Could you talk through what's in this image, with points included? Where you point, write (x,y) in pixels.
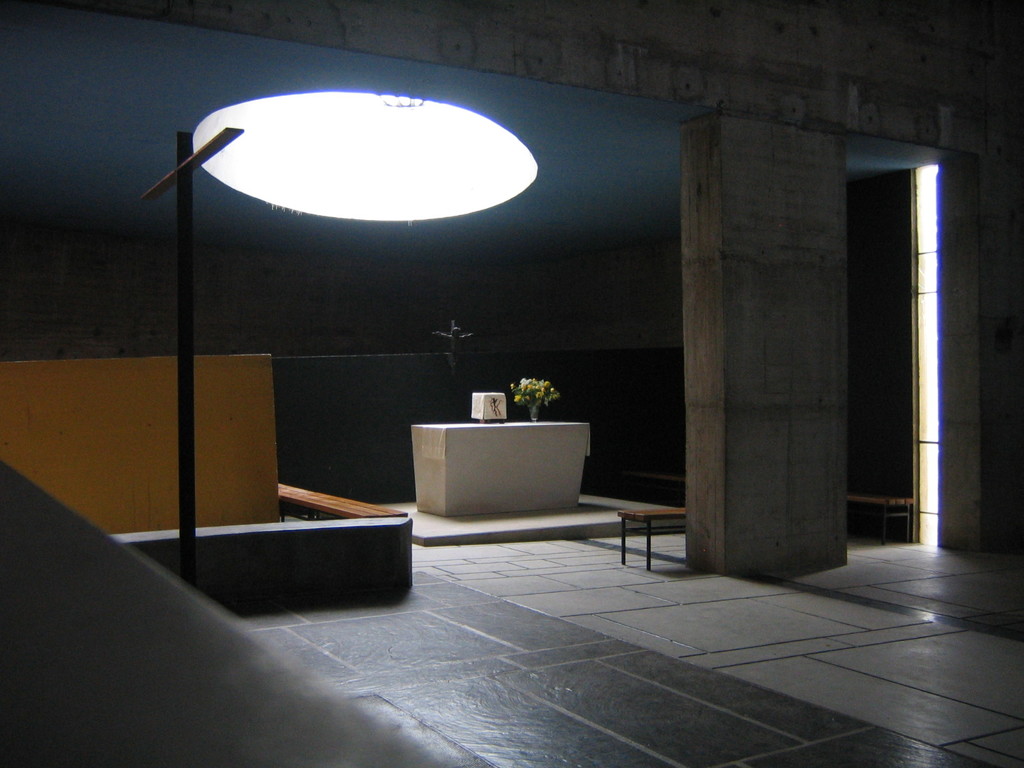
In this image there is a desk (486,460), there are objects (516,402) on the desk (516,465), there are benches (627,514), there is a pillar (749,328), there is ground (698,718) towards the bottom of the image (627,700), there is an object (193,660) towards the left of the image (15,550), there is a board (221,420), there is a light (359,146).
